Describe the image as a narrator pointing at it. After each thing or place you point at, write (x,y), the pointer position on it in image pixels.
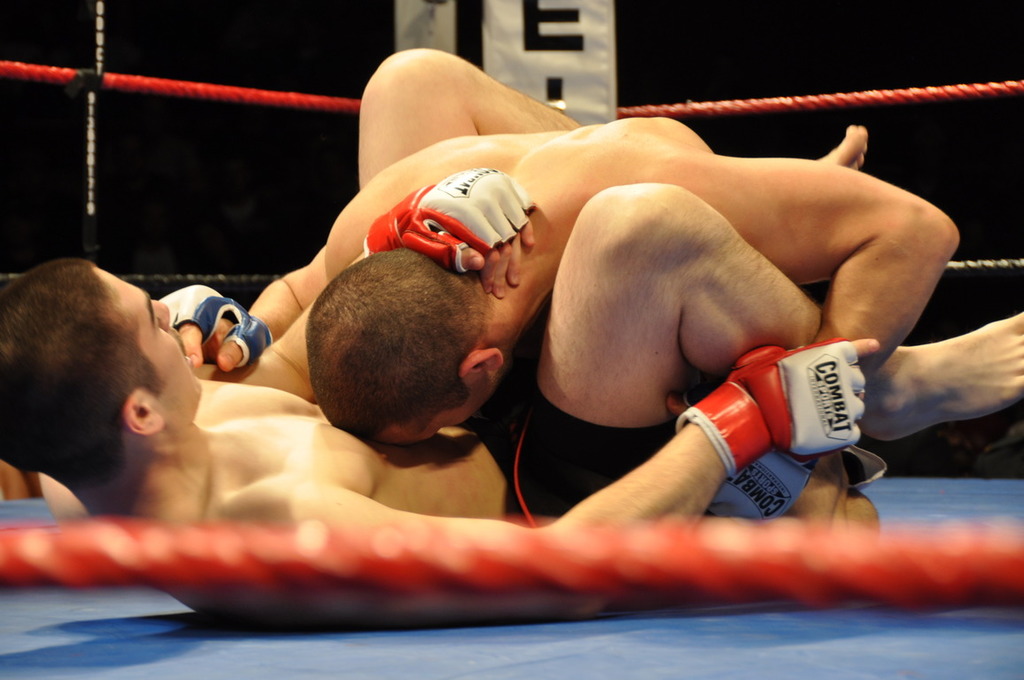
In this picture I can observe two men (365,375) fighting inside the wrestling ring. The background (255,35) is dark.
